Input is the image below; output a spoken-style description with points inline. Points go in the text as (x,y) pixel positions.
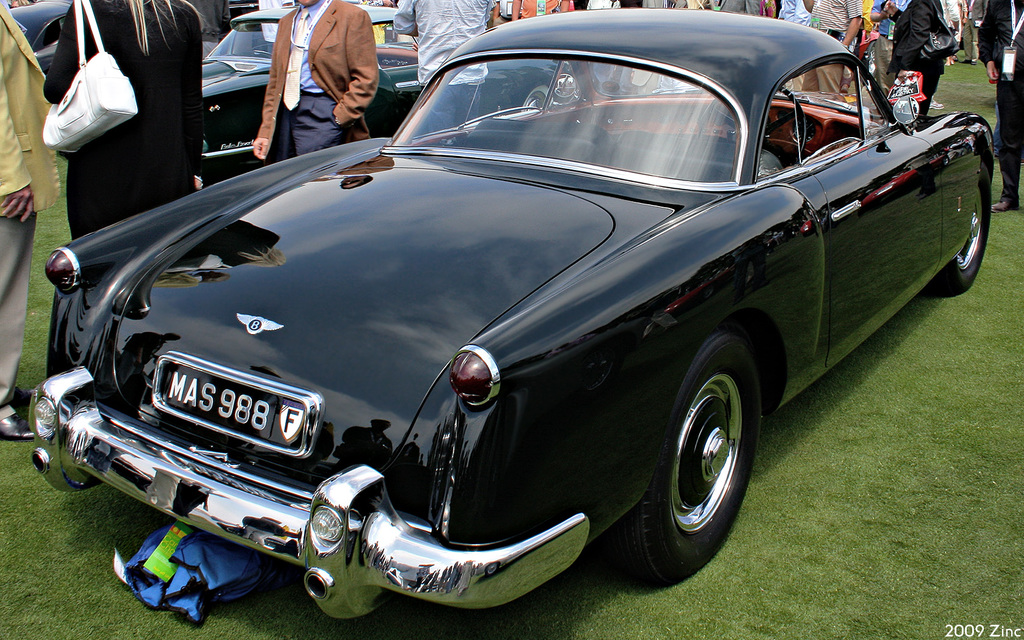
In this image we can see some cars (403,362) which are placed on the ground (765,508). We can also see some grass (785,510), a bag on the ground (280,596) and a group of people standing beside them.
